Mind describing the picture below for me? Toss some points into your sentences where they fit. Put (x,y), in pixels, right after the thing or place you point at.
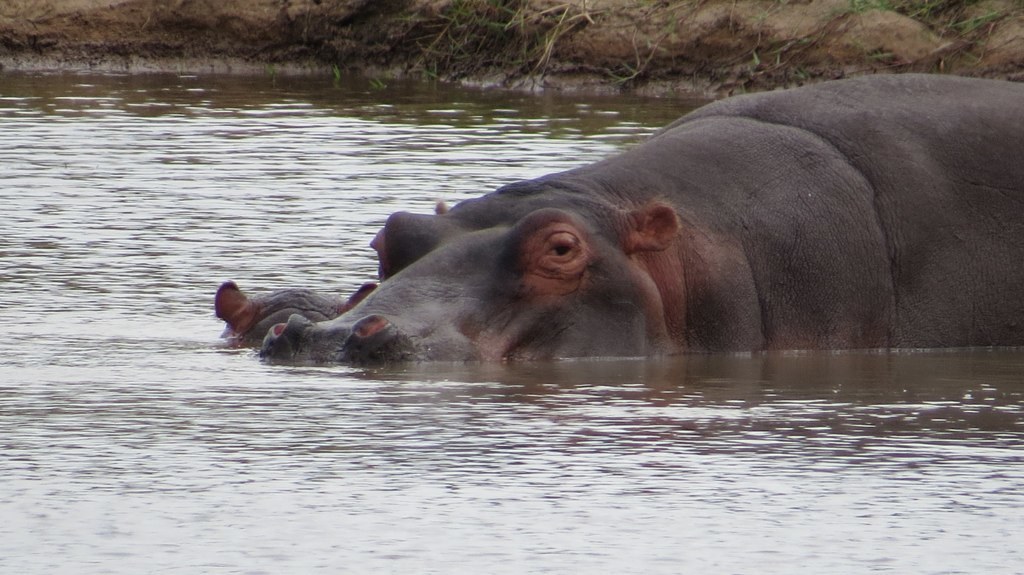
In the center of the image (411,262) we can see hippopotamus (396,305) in the water (375,255). In the background (627,81) we can see ground (494,30).
